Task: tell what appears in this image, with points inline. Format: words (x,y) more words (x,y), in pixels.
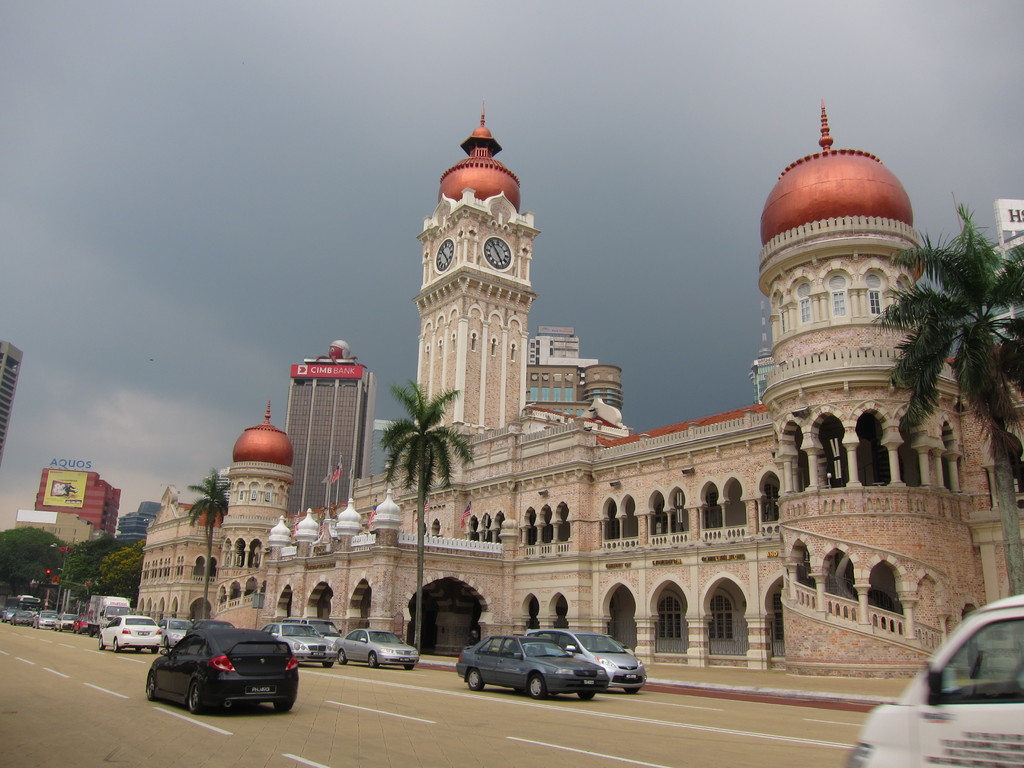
In this image we can see vehicles (905,732) on the road (802,711). And there is a building (291,586) with arches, pillars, windows (776,613) and railings (875,507). Also there are trees (105,545). In the background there are boards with text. And we can see other buildings (121,522). Also there is sky (210,186) with clouds (220,199).
